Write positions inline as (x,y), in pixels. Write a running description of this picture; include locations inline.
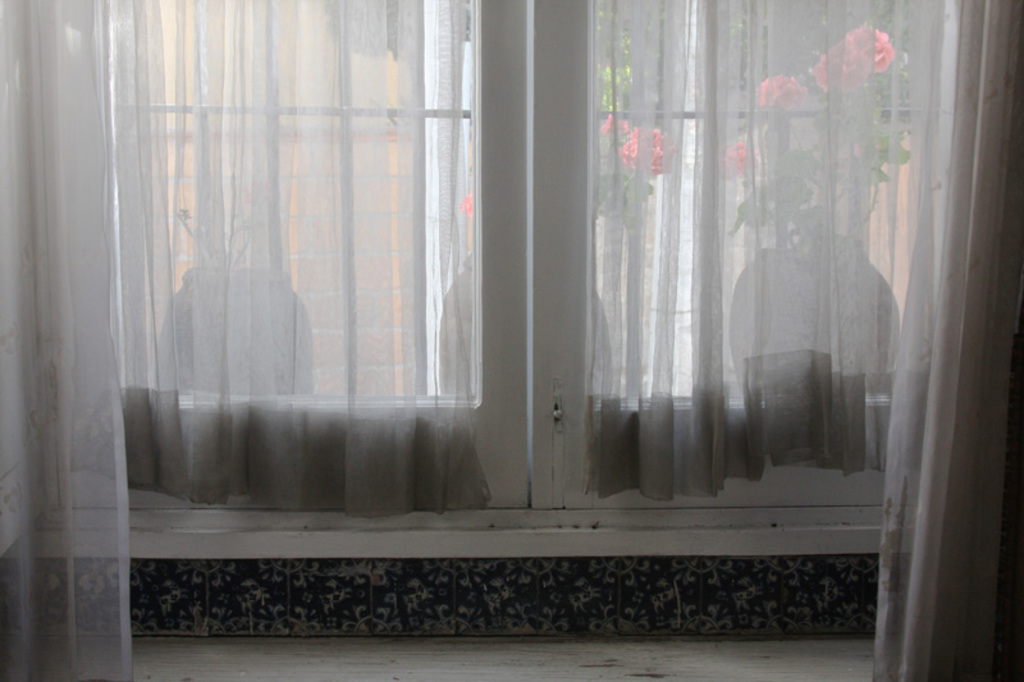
We can see curtains (933,370) and window (490,452), through this window (549,246) we can see plants (805,178) with pots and flowers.
